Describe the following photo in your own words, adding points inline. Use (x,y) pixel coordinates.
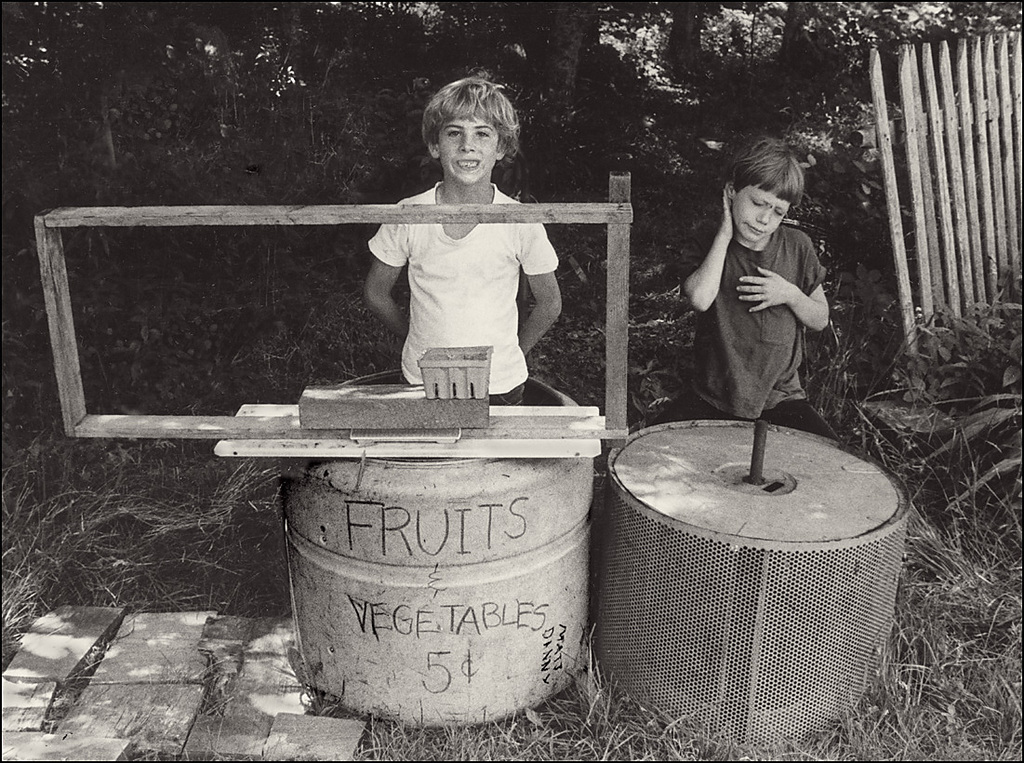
This image is taken outdoors. This image is a black and white image. In the background (578,160) there are a few trees (401,75) and plants (158,284). At the bottom of the image (67,717) there is a ground (924,614) with grass (943,683) and tiles (108,695) on it. In the middle of the image (506,319) there are two kids (524,263) standing on the ground (58,704) and there is a wooden frame (566,423) and there are two drums (694,610). On the right side of the image (931,157) there is a fence (933,232).
